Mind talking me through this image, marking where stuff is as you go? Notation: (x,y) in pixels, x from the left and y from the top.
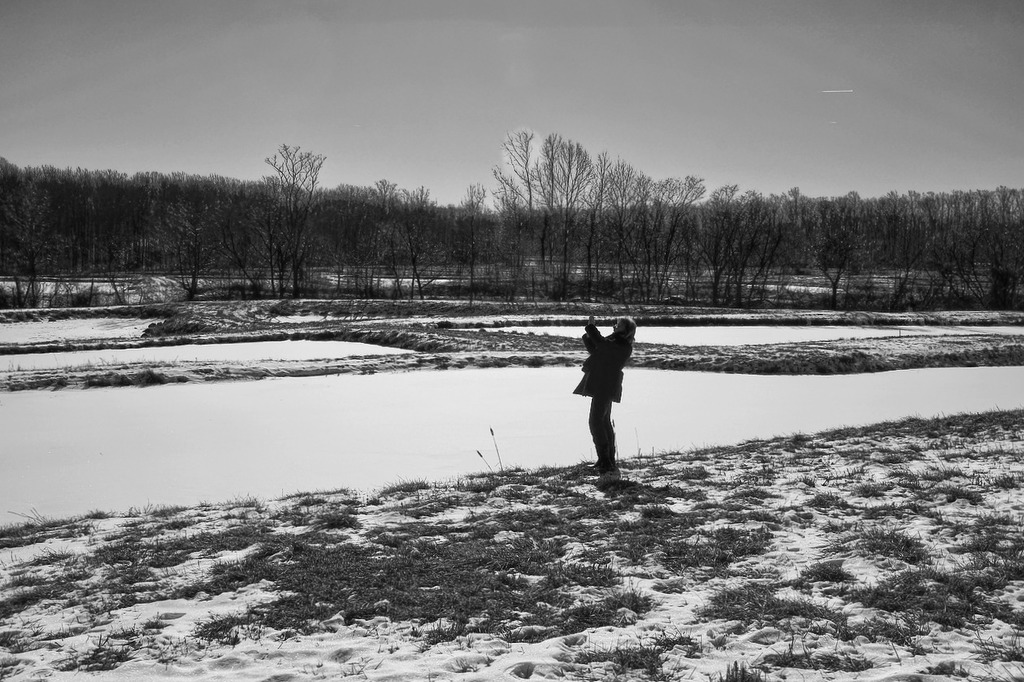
In this picture there is a black and white photograph of a woman (607,447), standing on the ground (607,478) and taking photographs. Behind there is a small water pond (257,356) and many dry trees (236,236).
